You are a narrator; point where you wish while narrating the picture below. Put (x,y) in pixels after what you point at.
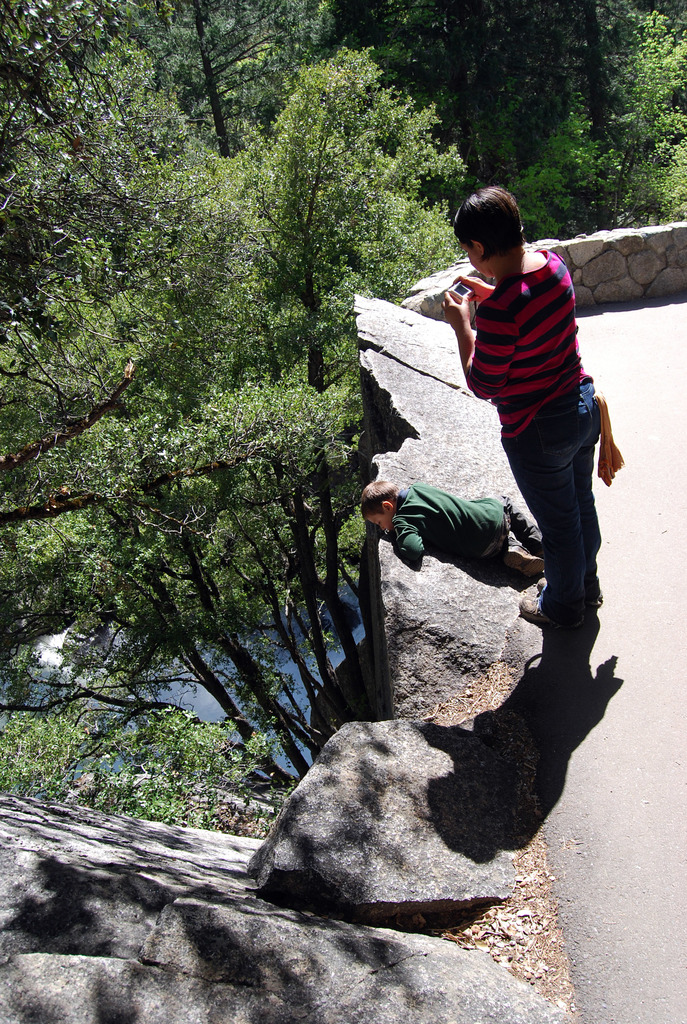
In this image I can see a person (547,542) standing and holding an object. And there is a child (480,523) lying on the rock (461,606). Also there are trees (275,385) and rocks (422,607).
